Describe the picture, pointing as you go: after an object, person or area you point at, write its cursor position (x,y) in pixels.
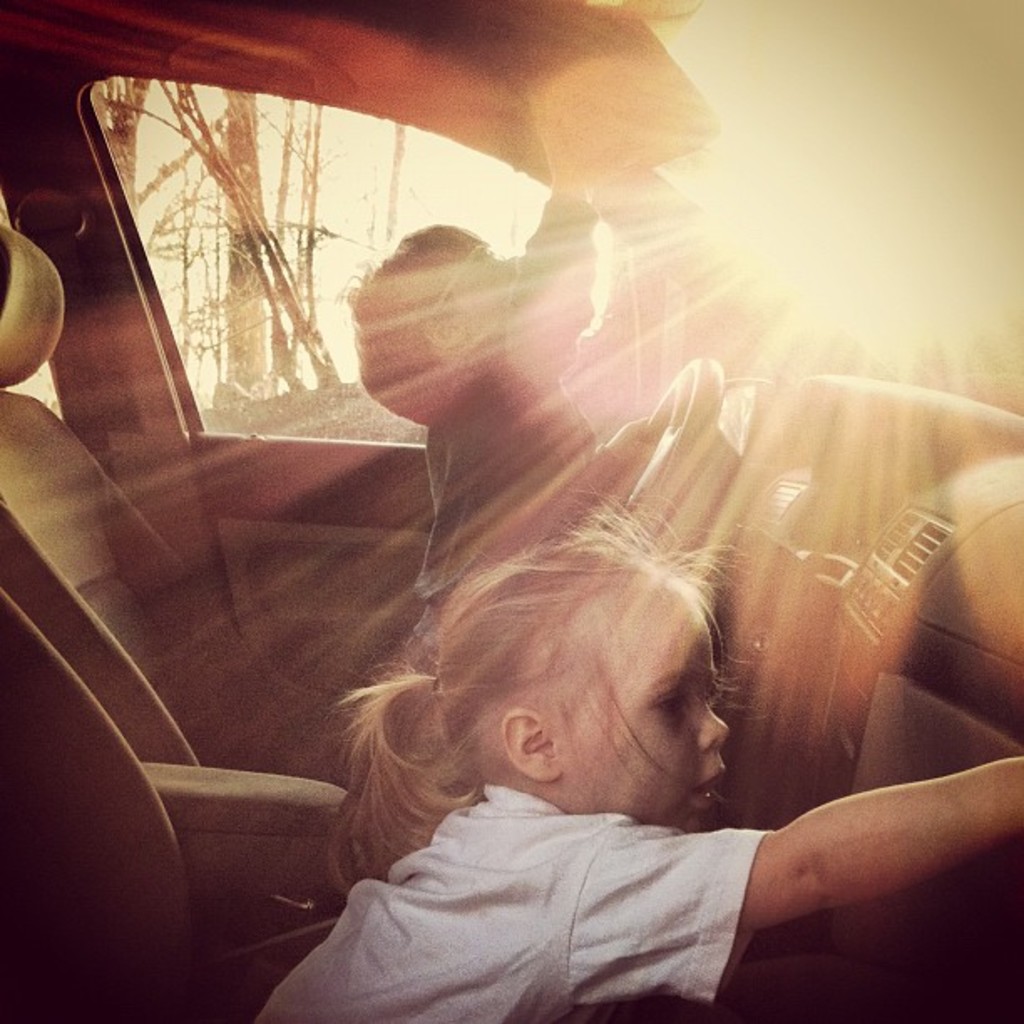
This is an inside view of a car (180,414). Here I can see a girl (527,805) and a boy (468,428) are sitting on the seats (152,780). In the background (240,231) there are some trees (248,153). On the right side (819,207), I can see the sunlight (807,201).
